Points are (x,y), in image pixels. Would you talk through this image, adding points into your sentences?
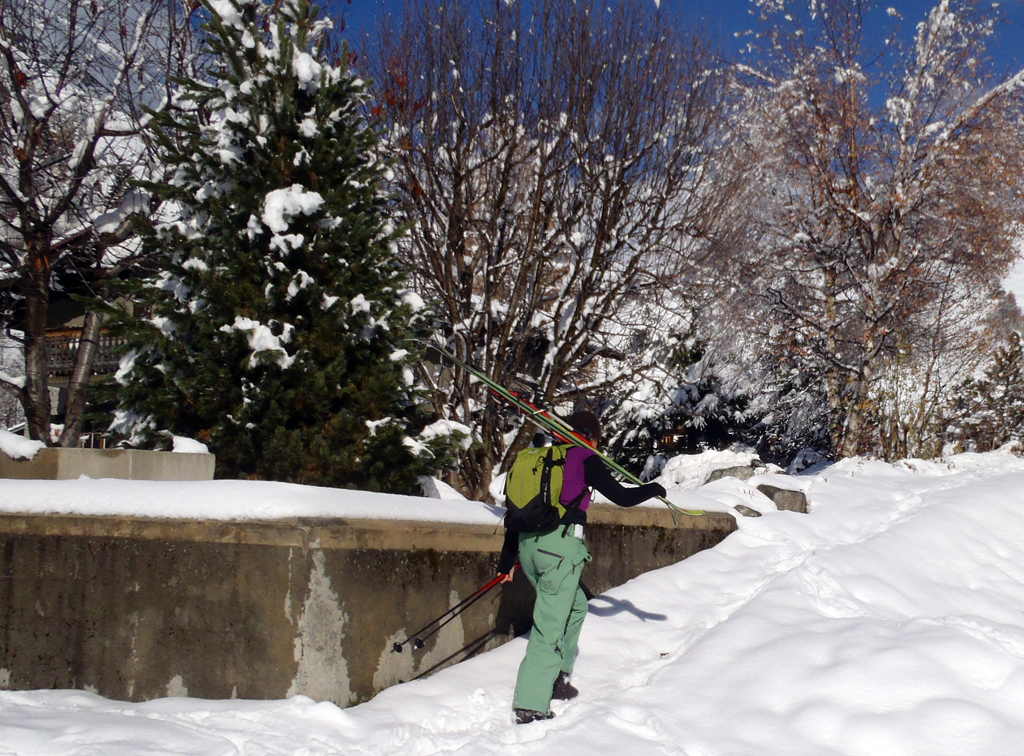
In this image we can see many trees (353,247). There is a sky (701,32) in the image. A person (555,565) is walking and carrying objects (567,519) in the image. There is a snow (675,492) in the image.
